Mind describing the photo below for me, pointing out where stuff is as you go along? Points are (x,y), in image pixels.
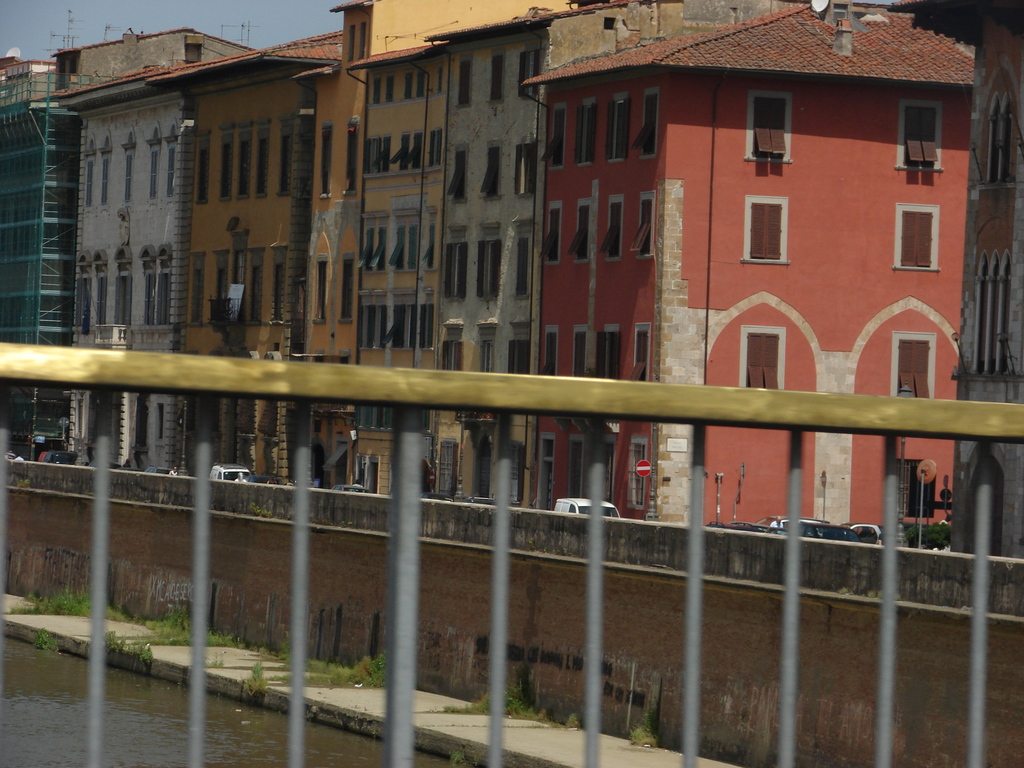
We can see fence (214,363), through this fence (502,537) we can see water (141,739), grass (357,670) and wall (148,600). In the background (772,99) we can see buildings (433,316), vehicles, boards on poles (719,501) and sky (95,32).
